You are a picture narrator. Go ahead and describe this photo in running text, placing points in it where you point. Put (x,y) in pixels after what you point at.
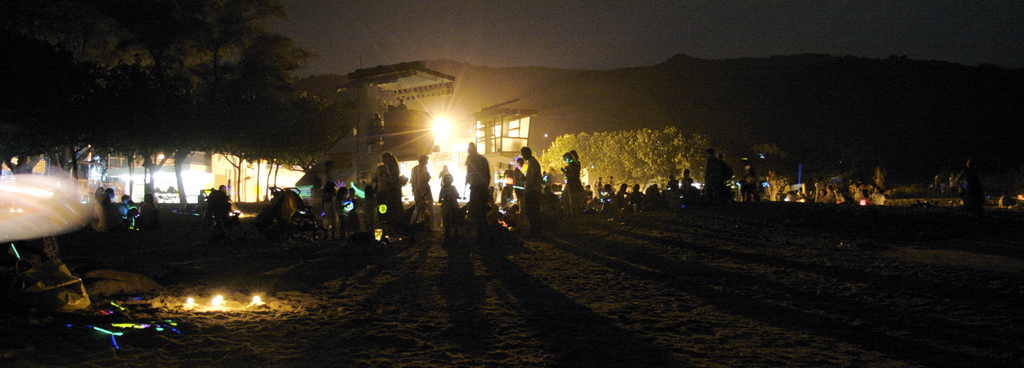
In this image we can see so many people (635,196) are sitting and standing on the sandy land (484,305). In the middle of the image (610,134) we can see trees (603,136), mountains (571,96) and shelters (510,115). The sky (432,41) is at the top of the image (427,32).
